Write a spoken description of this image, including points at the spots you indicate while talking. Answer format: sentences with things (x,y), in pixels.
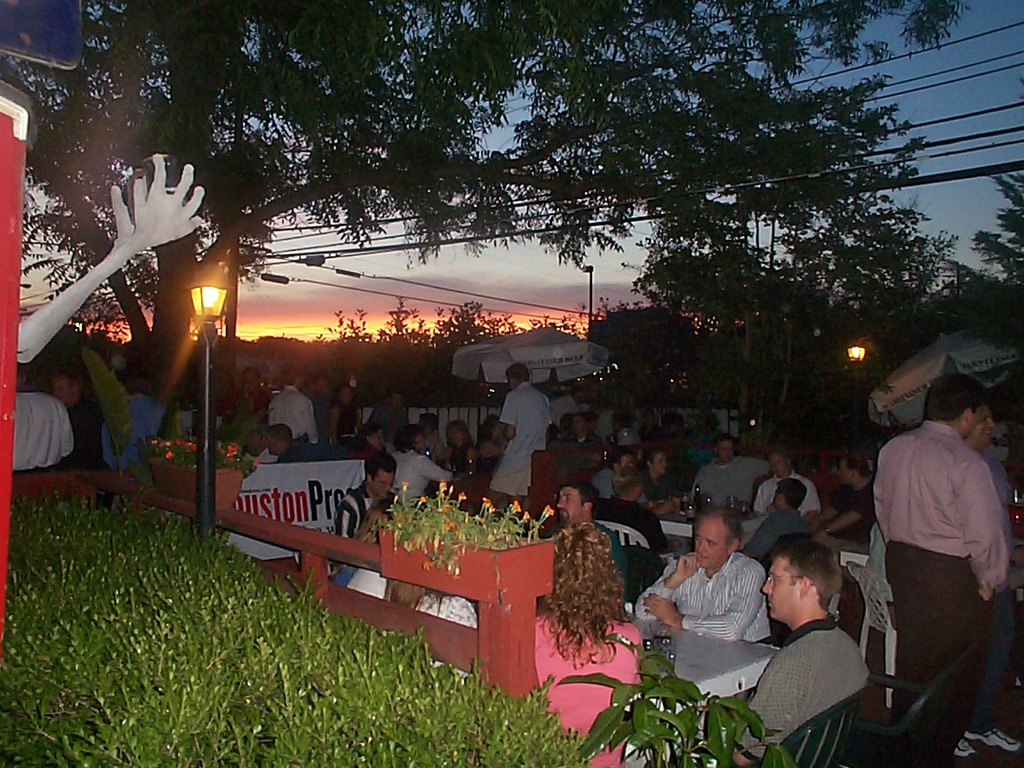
In this image there is the sky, there are trees (647,190), there is pole (232,238), there are wires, there are persons (730,620) sitting on the chair (825,729), there are tables (698,659), there are objects (670,637) on the table (721,647), there is a flower pot (191,478), there are plants (421,534), there are flowers (484,506), there is an umbrella (558,351), there is a street light (211,325), there are objects (18,264) truncated towards the left of the image (36,37).
